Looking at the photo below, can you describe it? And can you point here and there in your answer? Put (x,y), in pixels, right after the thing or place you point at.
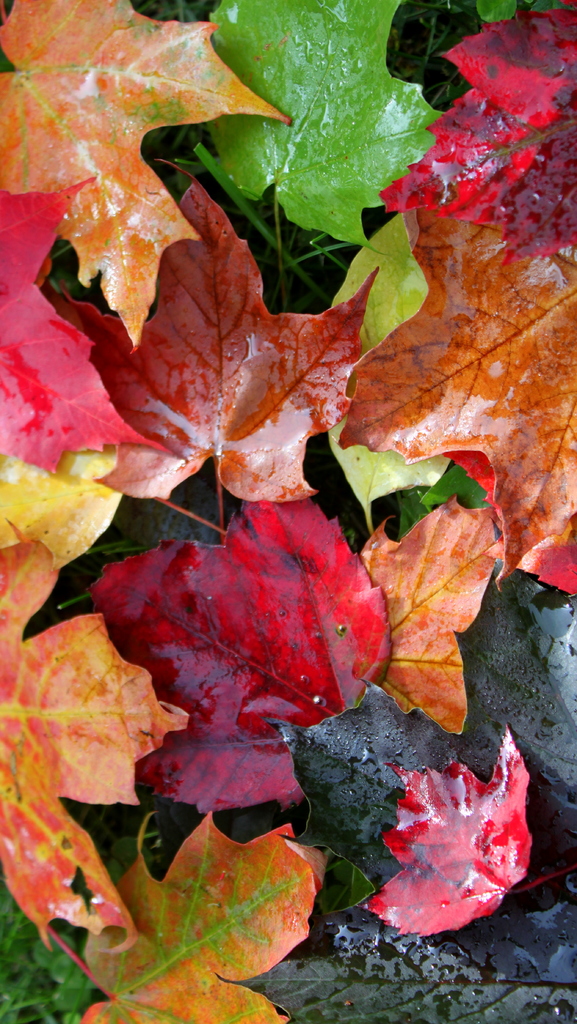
This image consists of many leaves (156,907) in different color. At the bottom (32,1002), there is grass (22,985). It looks like a zoomed-in image.
